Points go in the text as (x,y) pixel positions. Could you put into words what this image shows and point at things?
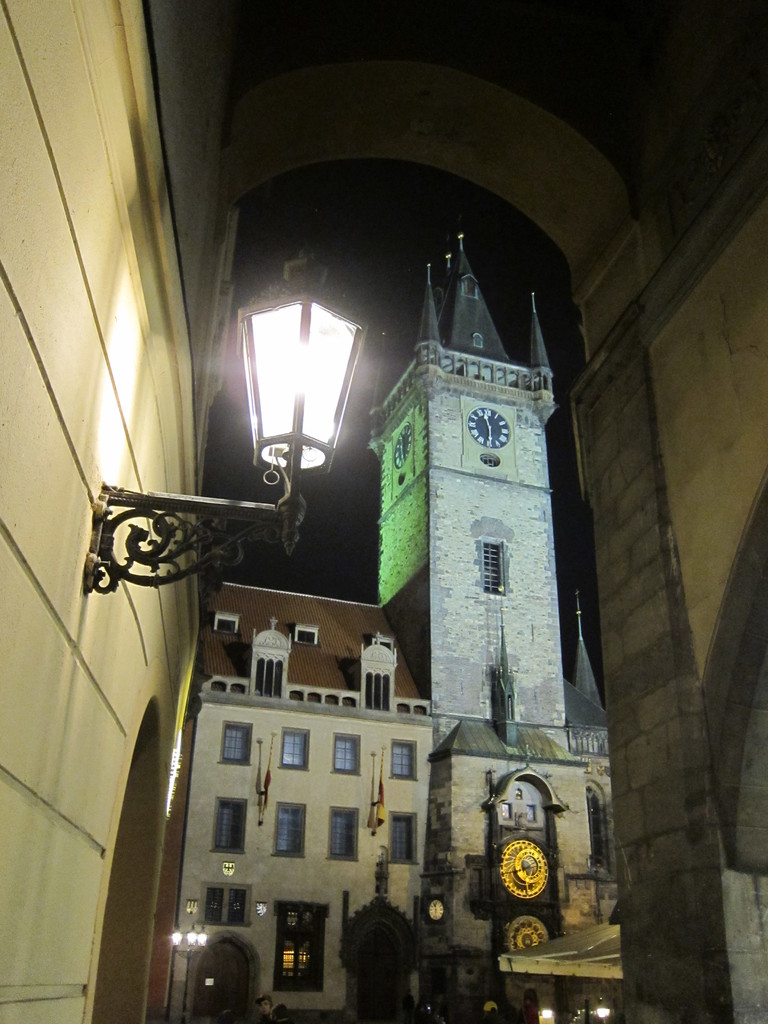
In this image there are buildings (368,742) and there is a lamp (271,420) hanging on the wall (4,871) of a building (95,755).
